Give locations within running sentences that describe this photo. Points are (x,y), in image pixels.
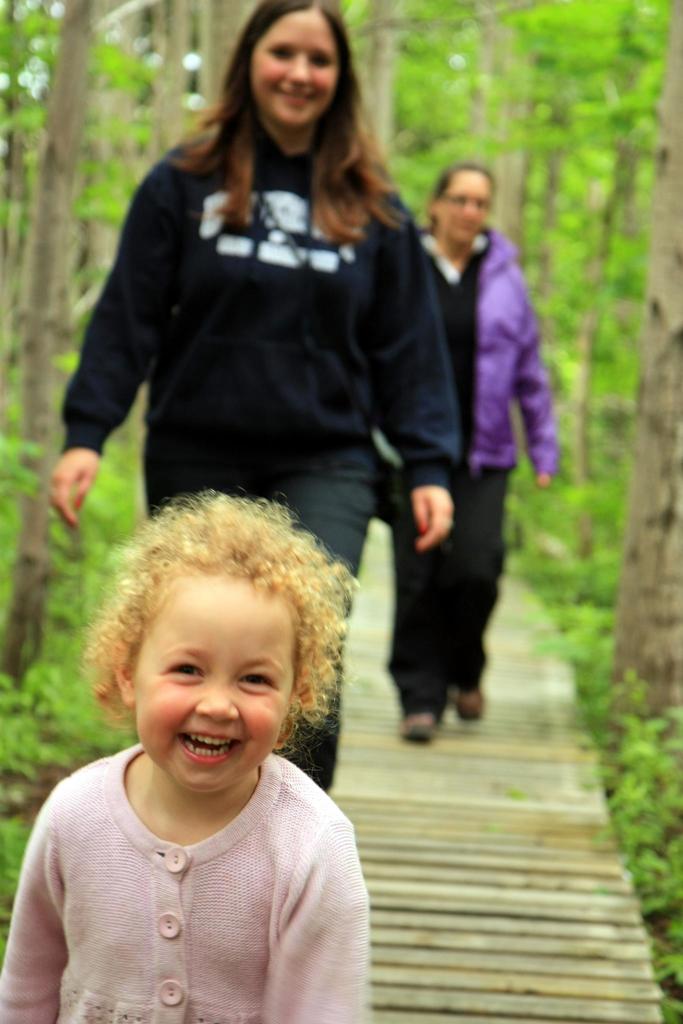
In the picture we can see a wooden path (450,989) on it, we can see two women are walking in front of them, we can see a girl child (93,860) standing and laughing and besides the wooden path (475,885) we can see plants (548,506) and trees (535,80).
